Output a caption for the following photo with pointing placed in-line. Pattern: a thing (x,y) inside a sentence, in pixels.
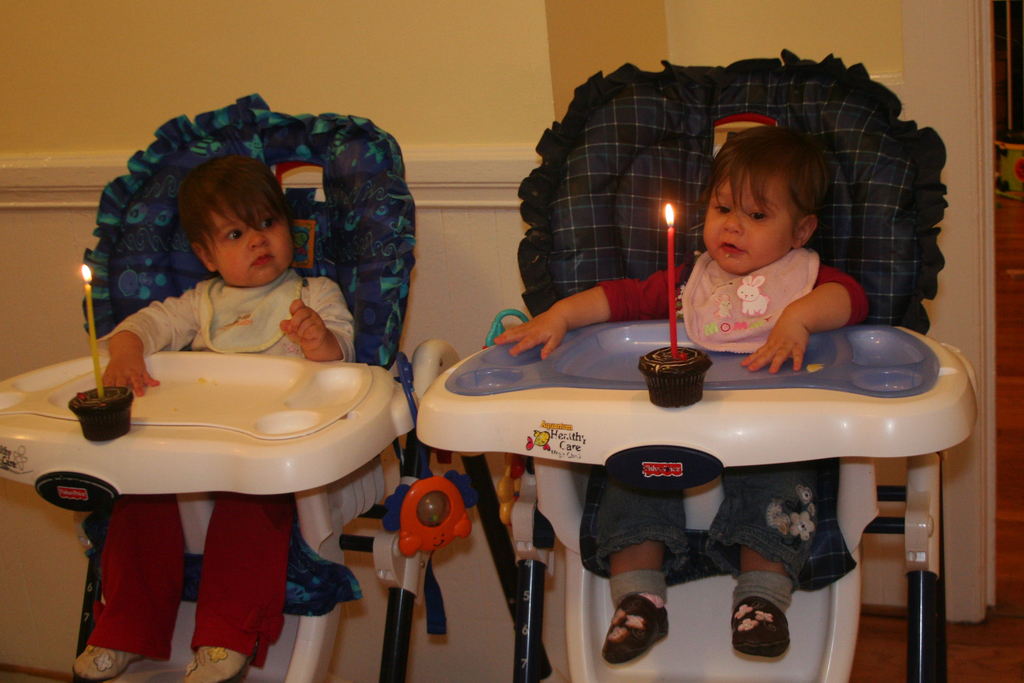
Two babies (268,497) are sitting on the baby chairs (539,398). Two candles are there before them.
